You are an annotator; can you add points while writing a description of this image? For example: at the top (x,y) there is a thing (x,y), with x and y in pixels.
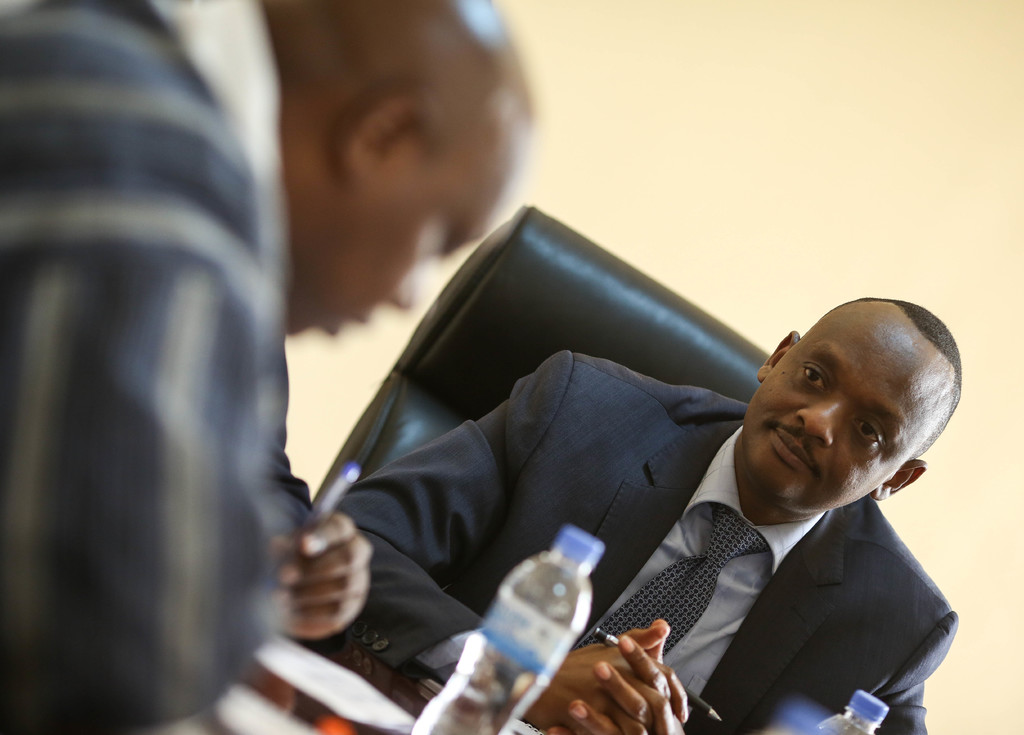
In this picture we can see two people (464,479), they are holding pens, in front of them we can see bottles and some objects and in the background (753,223) we can see a chair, wall (765,230).
